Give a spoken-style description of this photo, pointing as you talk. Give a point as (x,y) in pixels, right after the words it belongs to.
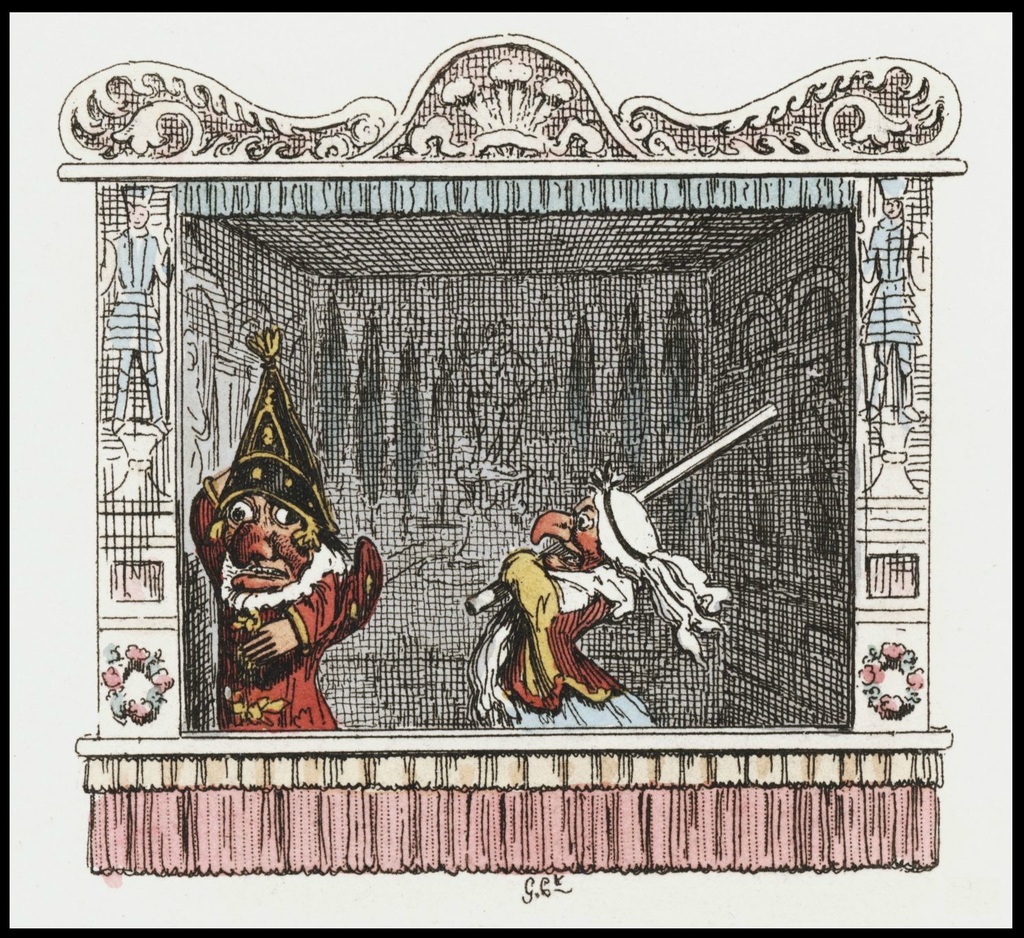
In this image we can see the depictions of people (680,606), flowers (915,686). We can see a person (673,569) holding a stick (503,592). Background (795,418) is completely messy and it's in black color.
